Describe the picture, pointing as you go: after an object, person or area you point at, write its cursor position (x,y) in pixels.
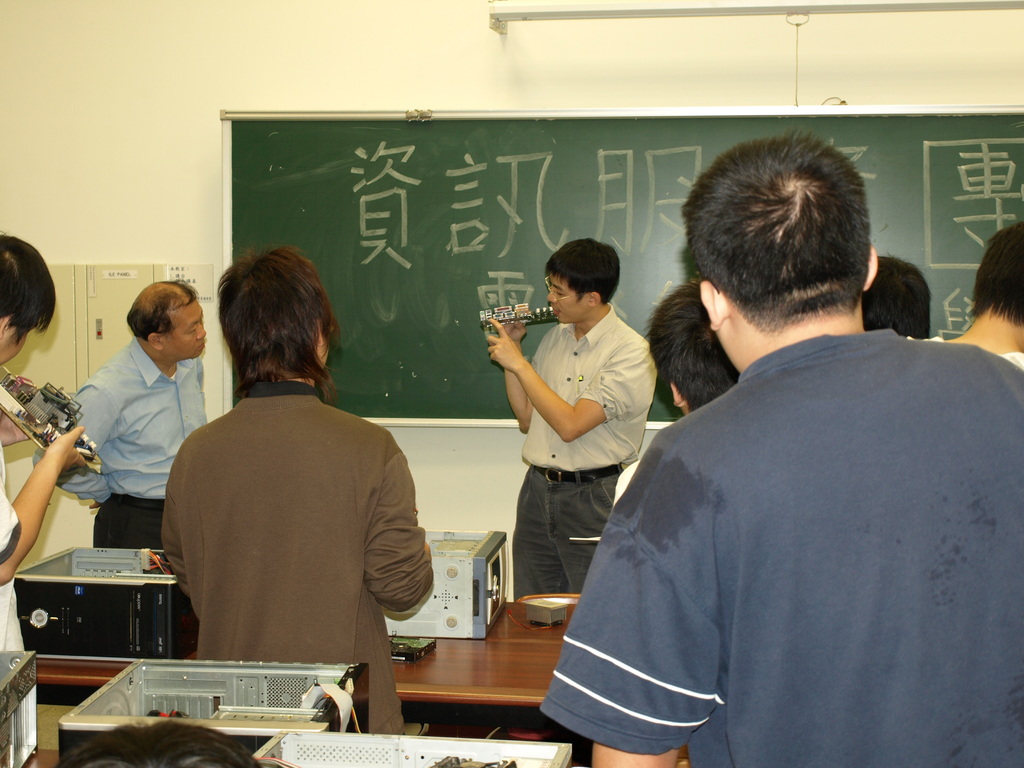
In this image, we can see people (182,429) standing and some of them are holding machines (45,430) in their hands (509,340). In the background (452,336), there is board (606,174) and a light (547,14) and here there are some machines (148,609) on the table (503,670).
